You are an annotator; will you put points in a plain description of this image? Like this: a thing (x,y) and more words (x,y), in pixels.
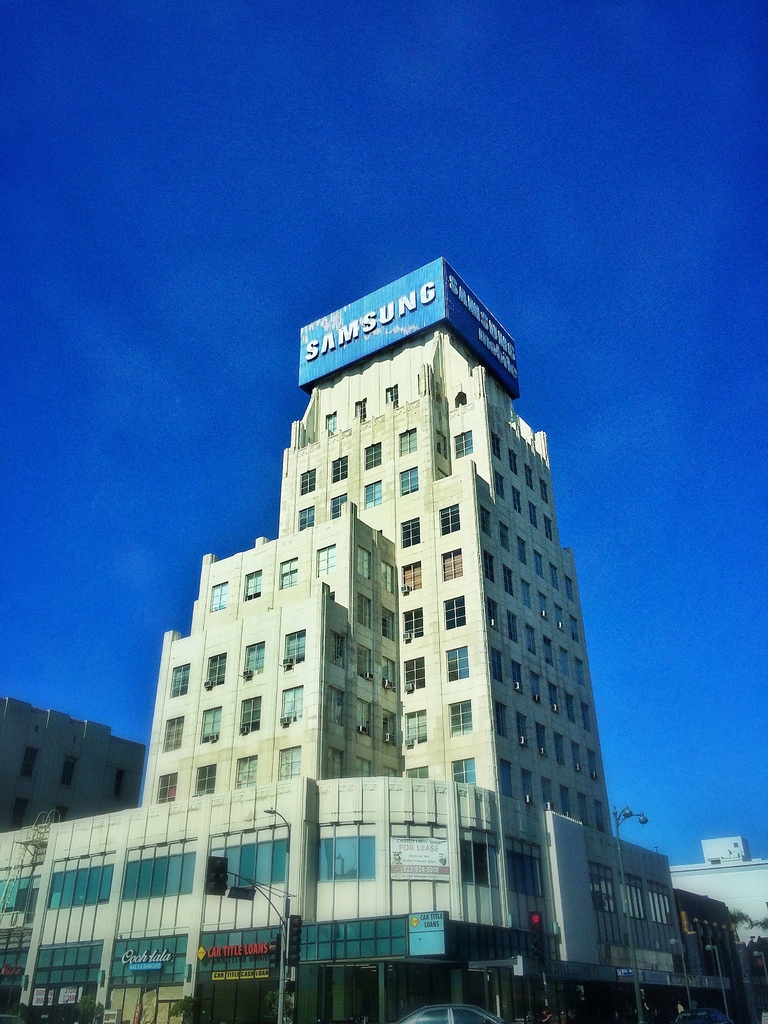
In this image we can see buildings (418,714), street poles (290,851), street lights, traffic poles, traffic signals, name boards (387,310), motor vehicles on the road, trees (763,923) and sky (349,112).
